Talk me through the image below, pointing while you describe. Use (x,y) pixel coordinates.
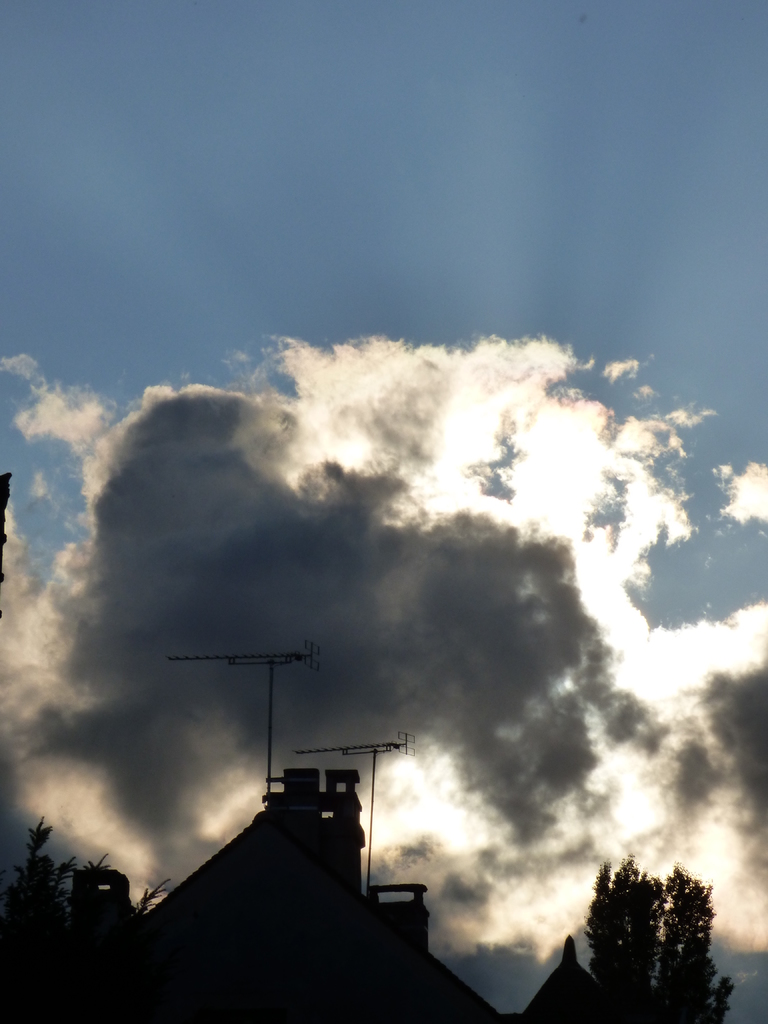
In this picture there are buildings (344,906) and trees (692,927) and there are poles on the top of the building (244,948). At the top (365,159) there is sky (291,165) and there are clouds (333,517).
